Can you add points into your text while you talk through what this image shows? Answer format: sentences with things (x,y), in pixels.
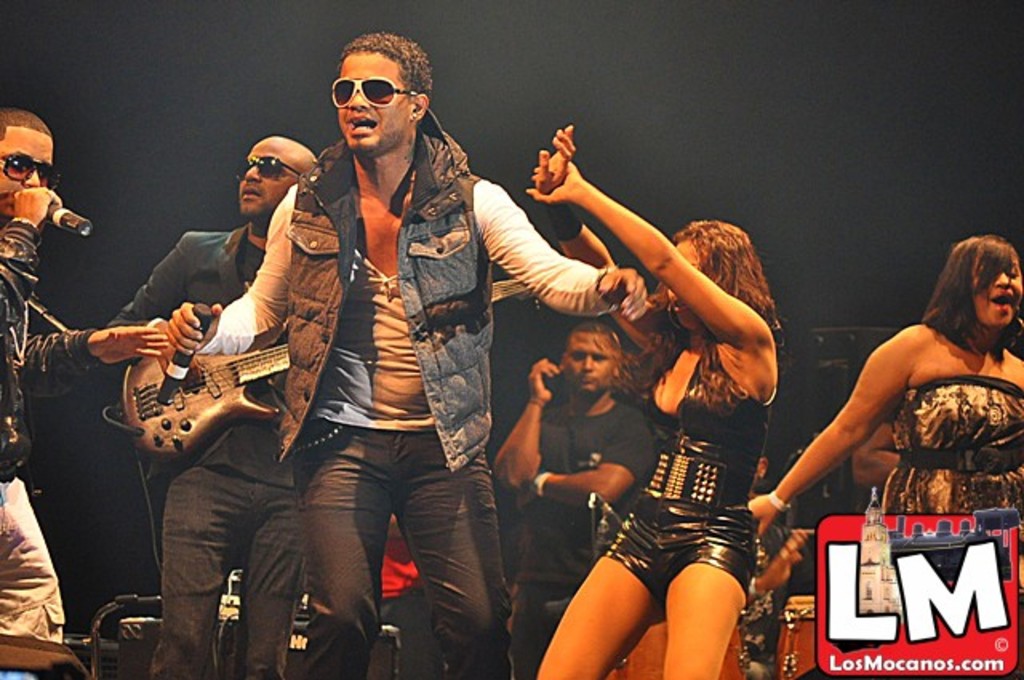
Here we can see some persons (345,402) on the floor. He is playing guitar (219,407) and he is singing on the mike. And he has goggles (29,171).
